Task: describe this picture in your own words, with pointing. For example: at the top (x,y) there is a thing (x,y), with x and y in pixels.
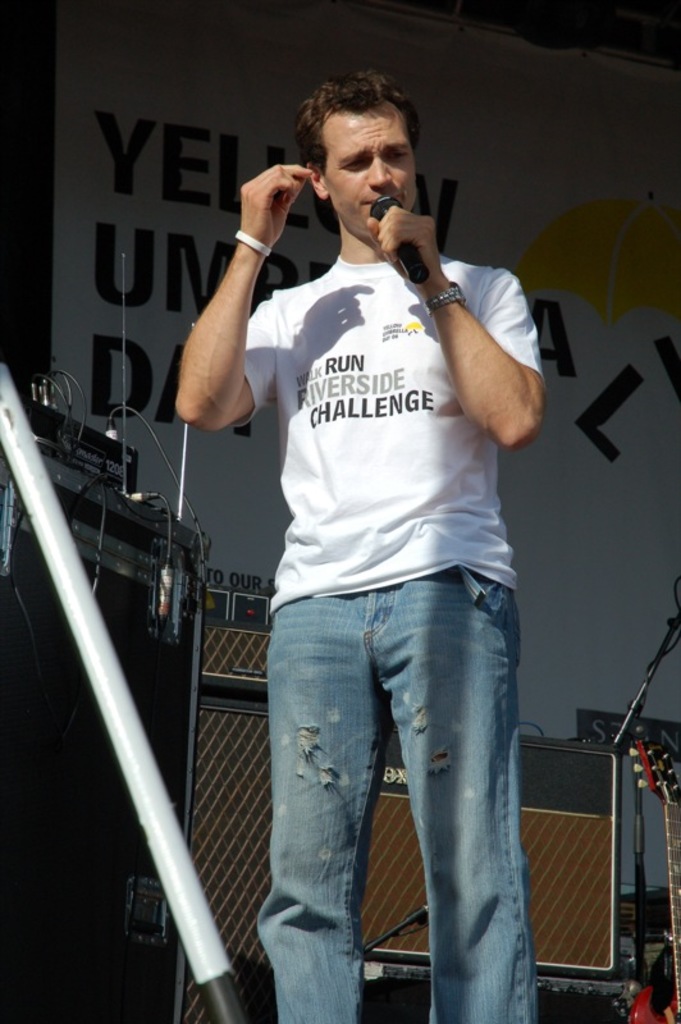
Here is a man (329,1016) standing with a microphone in his hand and beside him there are some musical instruments (582,753) and there is a banner (183,178) behind him.
